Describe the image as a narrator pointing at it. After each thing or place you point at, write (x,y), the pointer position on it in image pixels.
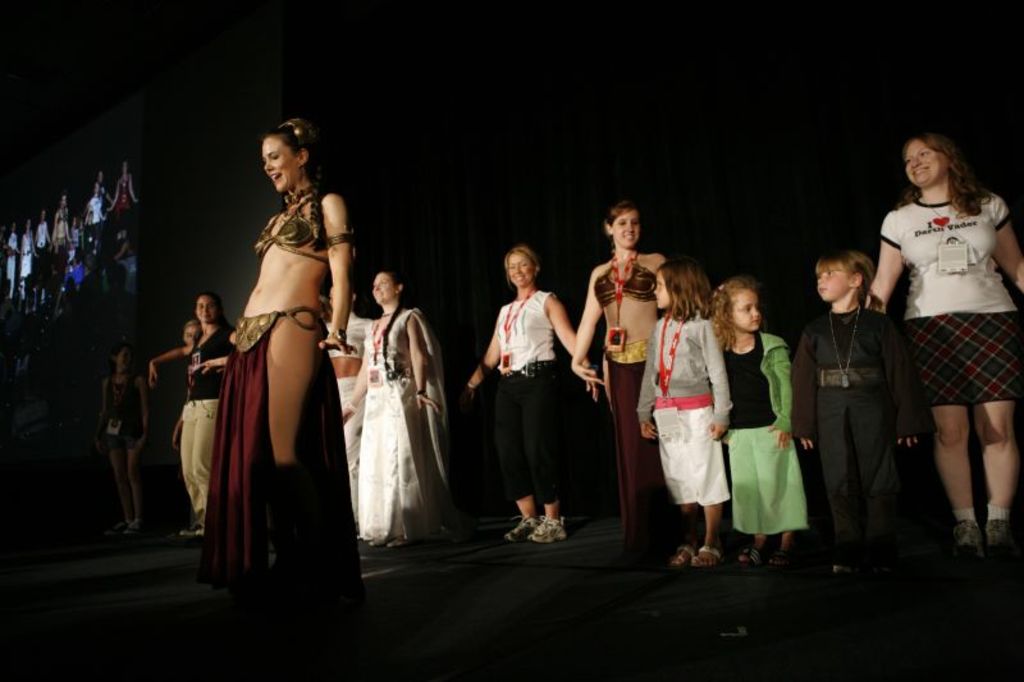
In this image we can see group of people (919,338) standing on the ground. Three children (683,367) are wearing different costumes (725,385). One girl (779,396) is wearing a green dress (771,373). One girl (698,375) is wearing a id card (662,433). In the background (723,510), we can see a screen (50,215) and a black cloth (559,183).
